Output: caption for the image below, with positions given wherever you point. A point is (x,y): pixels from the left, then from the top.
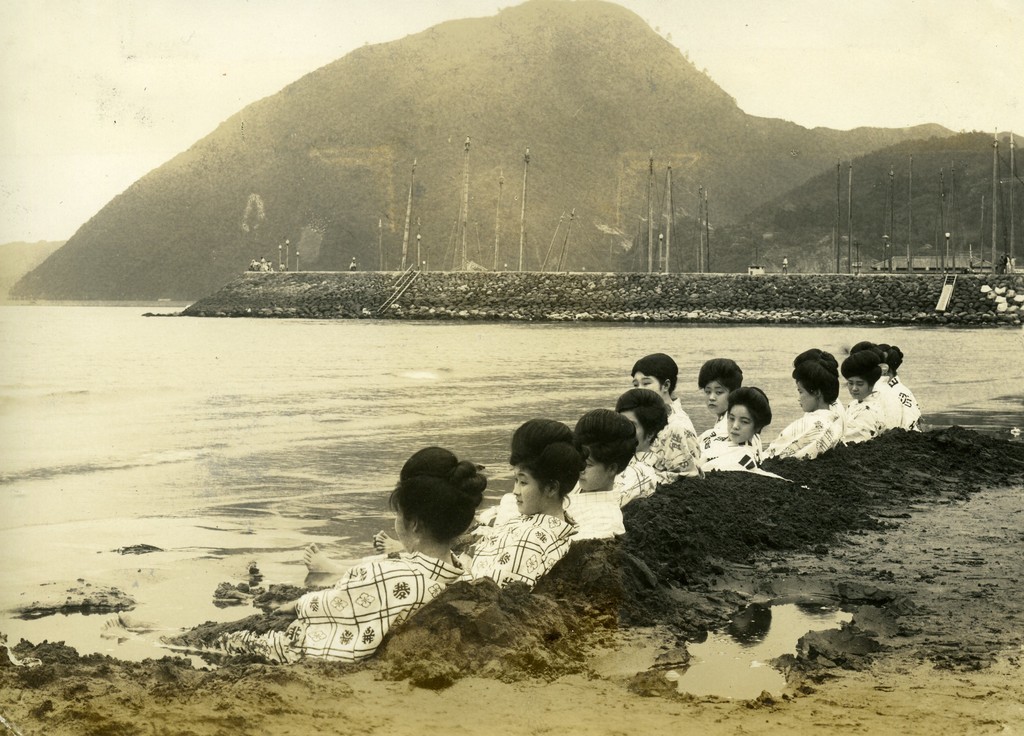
In the center of the image (578,477) we can see ladies (670,441) sitting on the ground (254,597), before them there is a river (234,389). In the background (405,239) we can see poles (409,227). At the top (833,60) there is sky (210,66).
